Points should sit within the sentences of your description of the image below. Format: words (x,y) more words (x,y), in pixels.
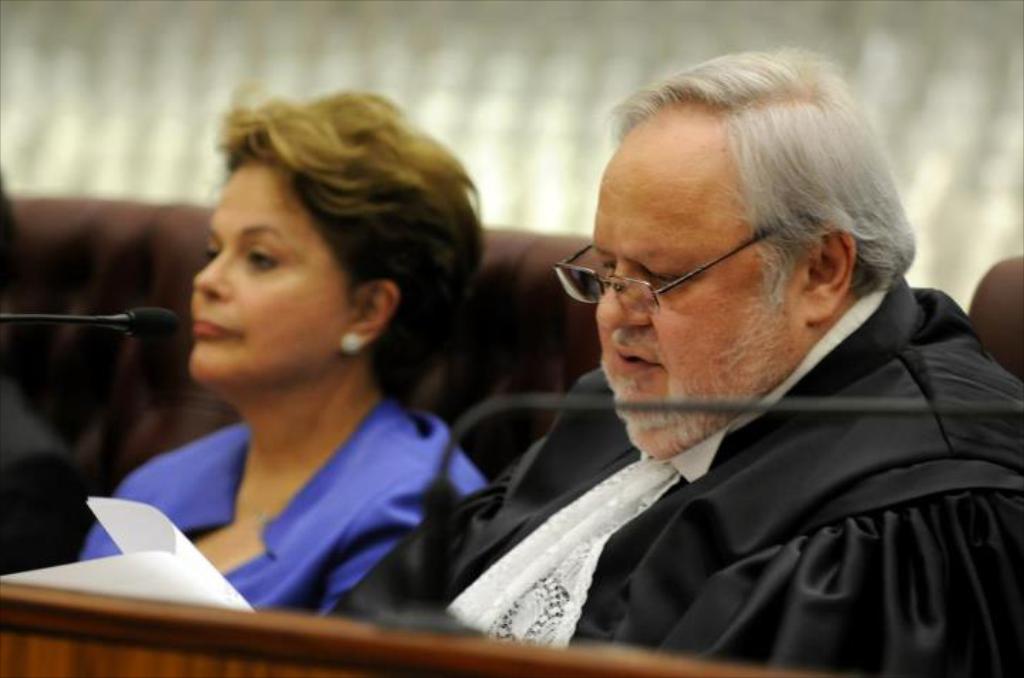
In this image we can see a man (595,411) wearing specs (632,291). Near to him there is a lady (310,421). They are sitting. In the background (535,104) it is blur. Also we can see mics (450,506). And there are papers (156,529).
